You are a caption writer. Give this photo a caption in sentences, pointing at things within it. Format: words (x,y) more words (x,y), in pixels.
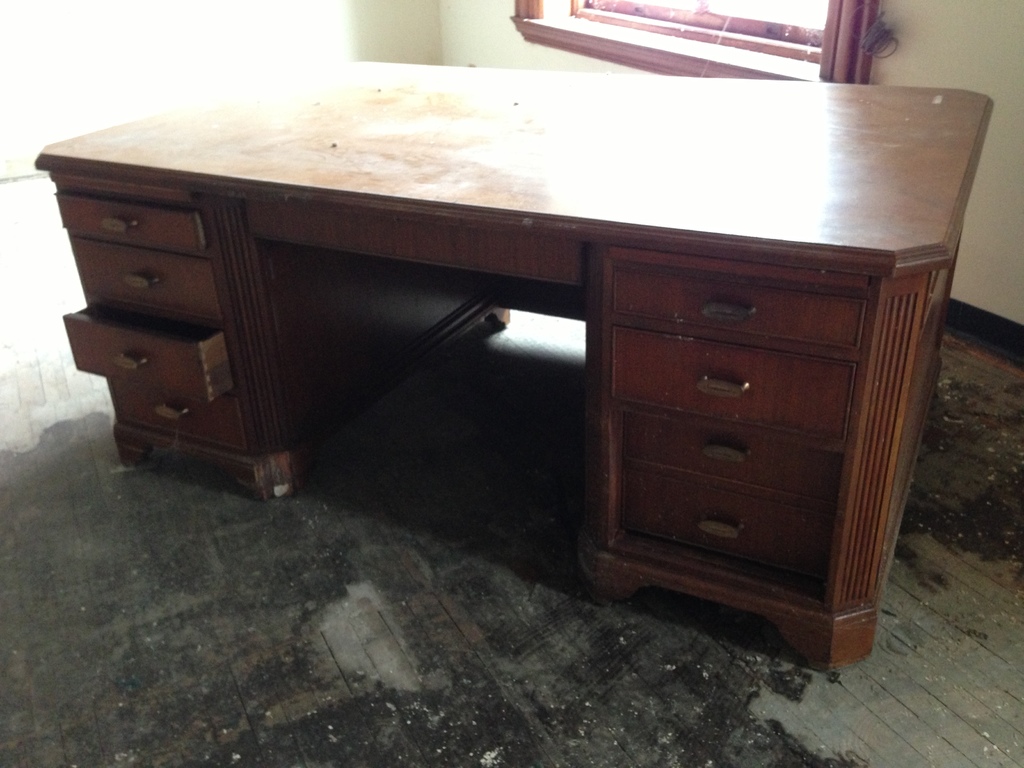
Here this is a table (376,317) on the floor (918,477) in a room (481,27) and this is the window (676,41).
